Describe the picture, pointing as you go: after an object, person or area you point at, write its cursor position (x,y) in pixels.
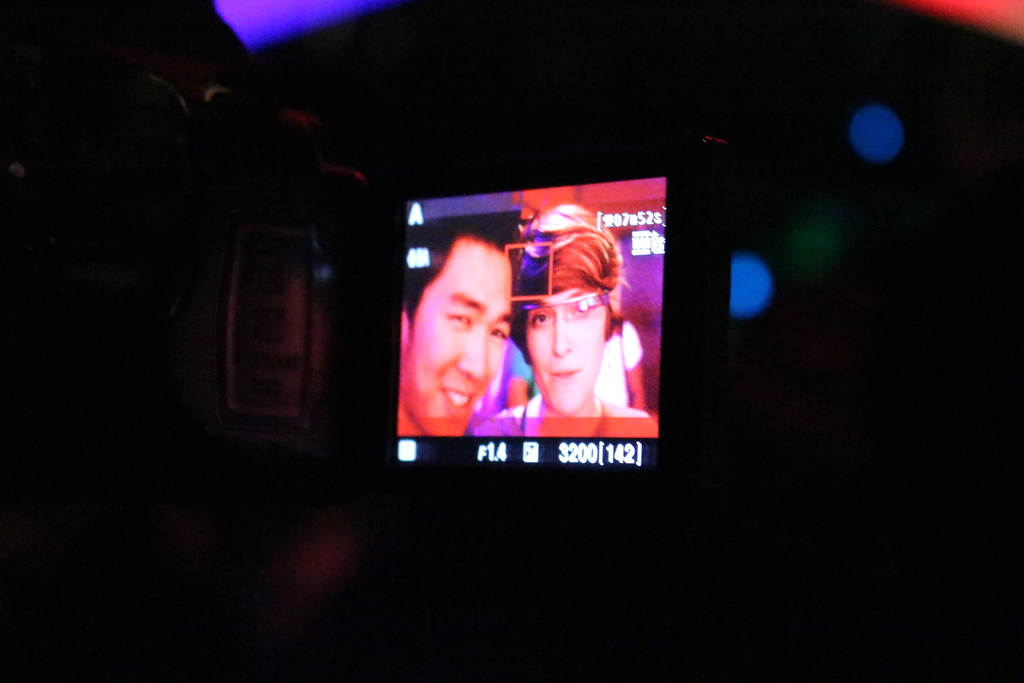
Here we can see a camera screen (483,368). On this screen (571,366) we can see people (534,317). Background (797,132) it is dark.
